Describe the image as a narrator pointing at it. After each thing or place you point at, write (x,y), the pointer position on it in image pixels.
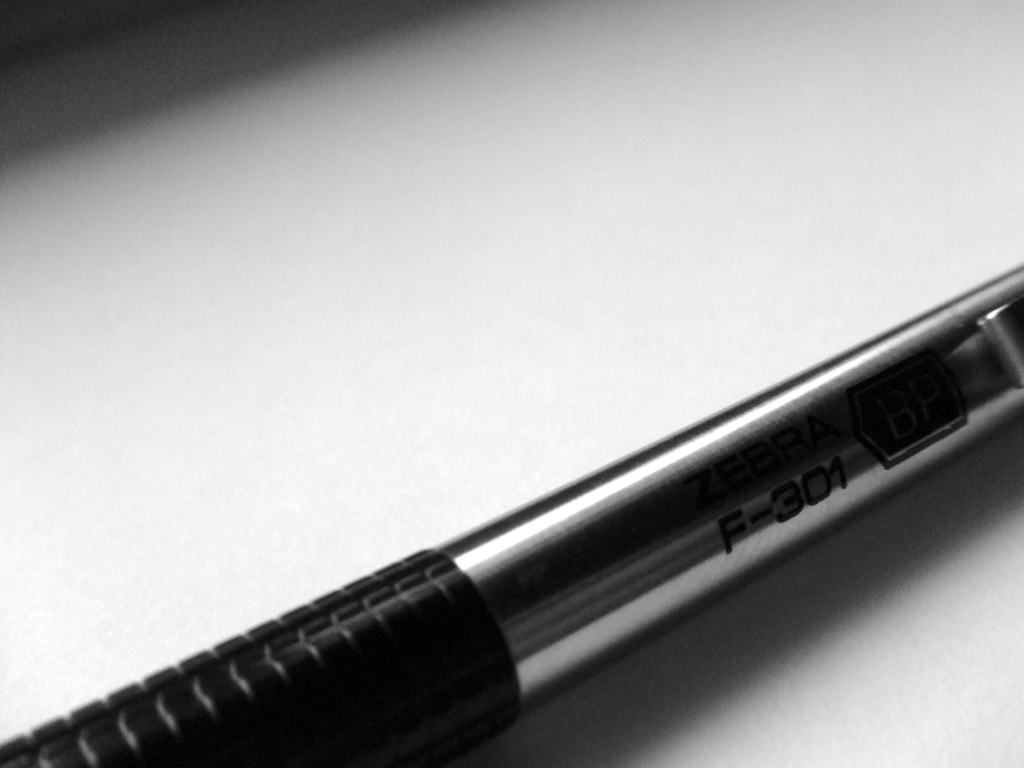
In this image I can see a pen (491,619) in black and gray color and the pen (511,593) is on the white color surface (499,414).
